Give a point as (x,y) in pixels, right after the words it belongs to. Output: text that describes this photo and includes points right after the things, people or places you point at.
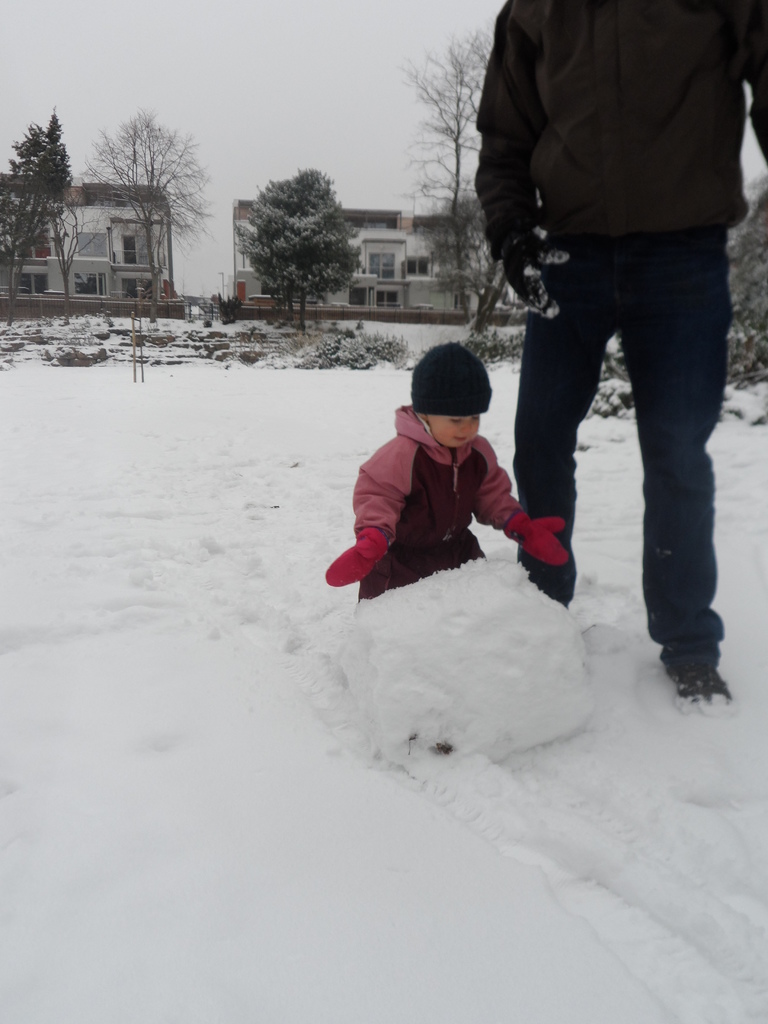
In this image we can see there is a person (614,76) and a child (451,480) standing on the snow (444,605). At the back (272,271) we can see there are buildings (422,254), trees (325,258), poles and the sky (367,105).
